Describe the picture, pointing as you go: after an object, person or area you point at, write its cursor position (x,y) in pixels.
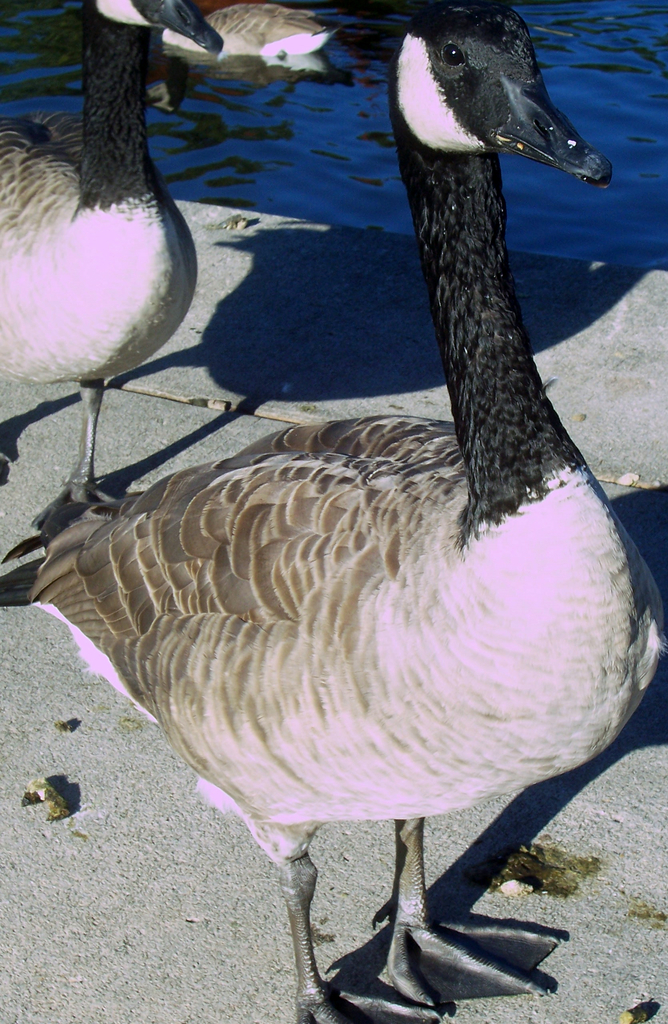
In this image we can see two birds (196,694) on the surface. At the top (284,198) we can see the water (176,112).
